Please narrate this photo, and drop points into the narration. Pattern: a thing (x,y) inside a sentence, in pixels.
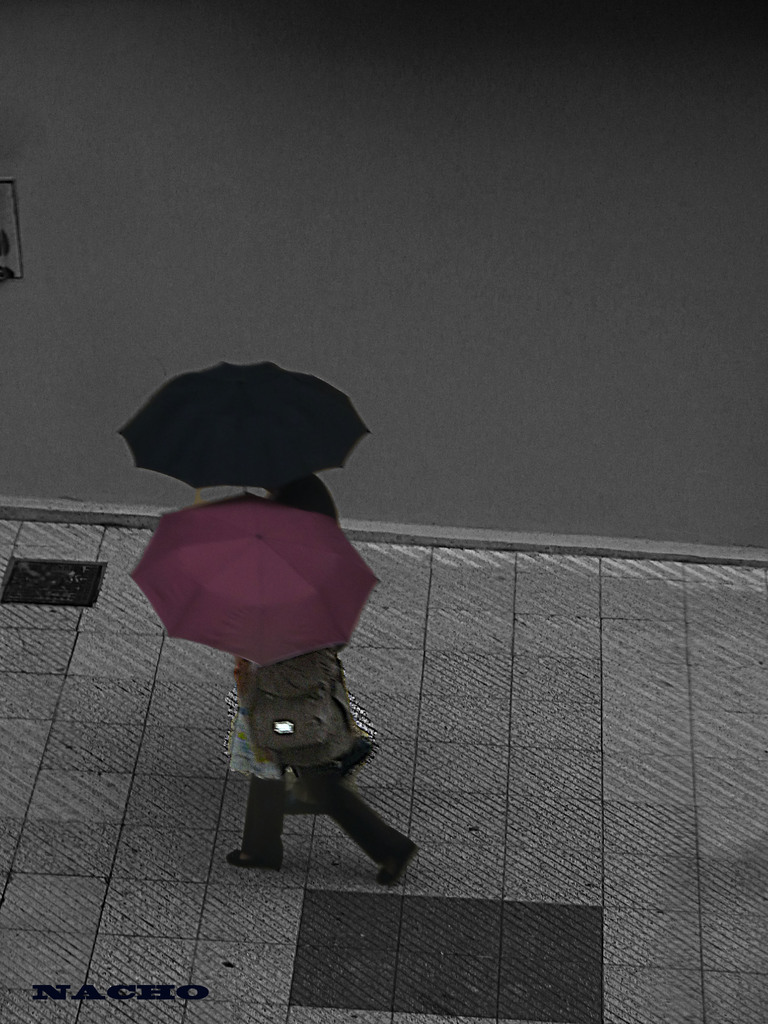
In this image there are two persons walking by holding umbrellas (281,611), and in the background (751,230) there is a wall (120,376) and a watermark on the image.
